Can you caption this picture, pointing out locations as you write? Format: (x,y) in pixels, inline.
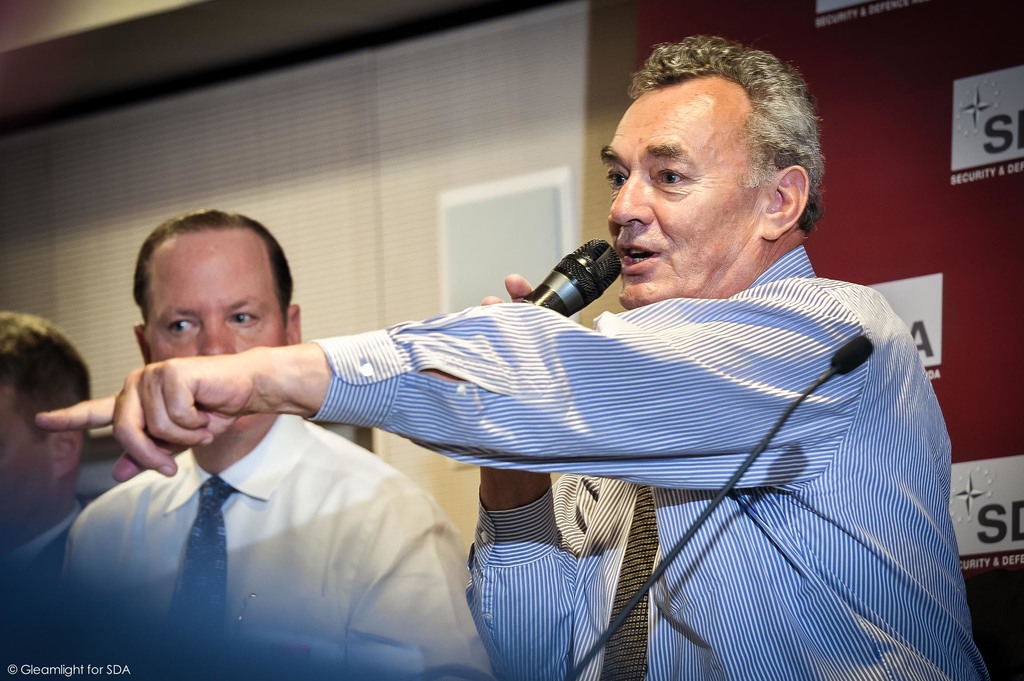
In this image there are three persons (491,479), one person (511,399) is holding a mic (566,291) in his hand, in the bottom left (70,676) there is text (64,668), in the background (48,152) there is wall (865,75) to that there is curtain (380,76).
